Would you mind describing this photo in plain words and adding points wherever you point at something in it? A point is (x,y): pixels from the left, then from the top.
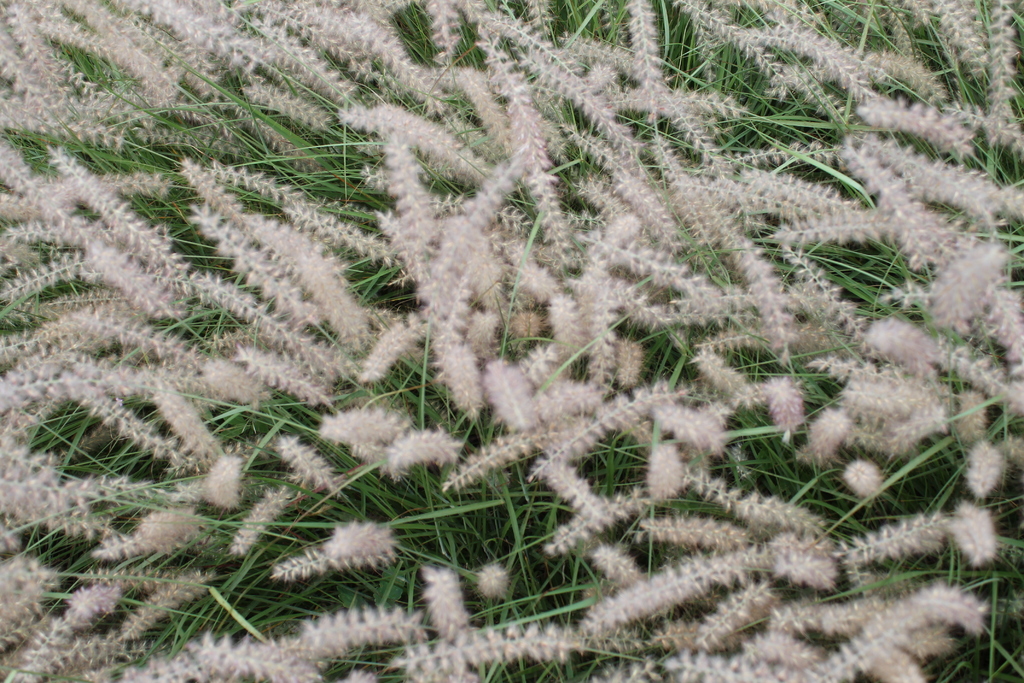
In this picture I can see flowers (700,355).
